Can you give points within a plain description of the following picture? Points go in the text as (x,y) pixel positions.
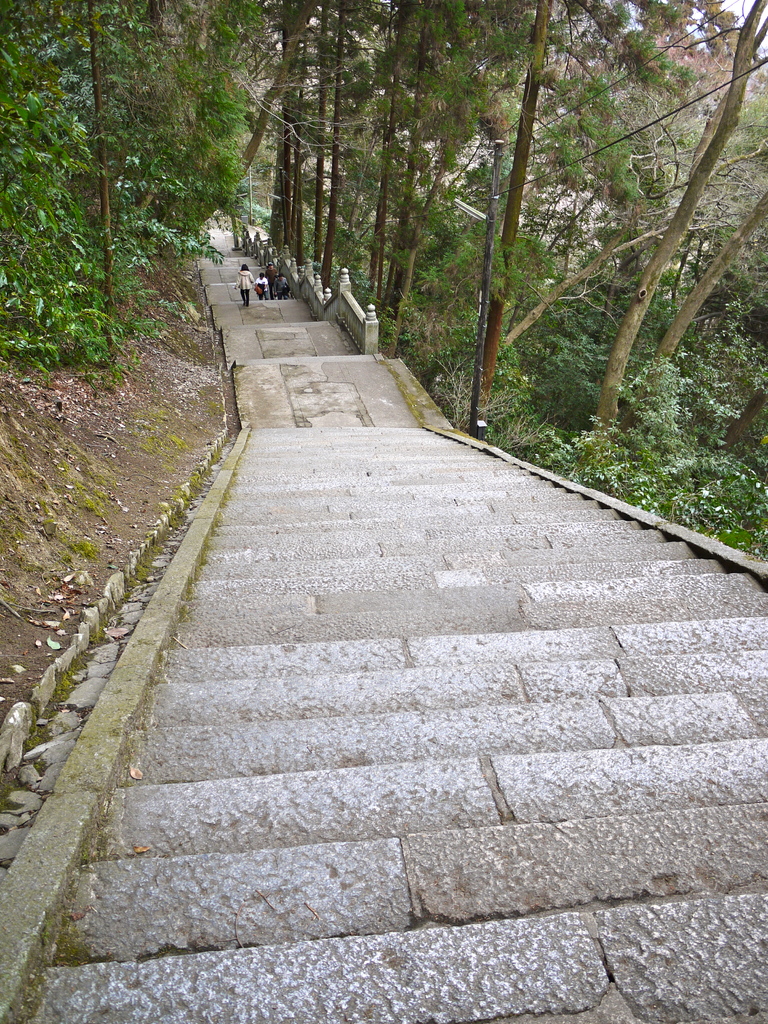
This picture is clicked outside. In the center (496,588) we can see the stairway (351,441) and we can see the group of persons (269,283). On both the sides we can see the plants (54,210) and trees (41,70).
